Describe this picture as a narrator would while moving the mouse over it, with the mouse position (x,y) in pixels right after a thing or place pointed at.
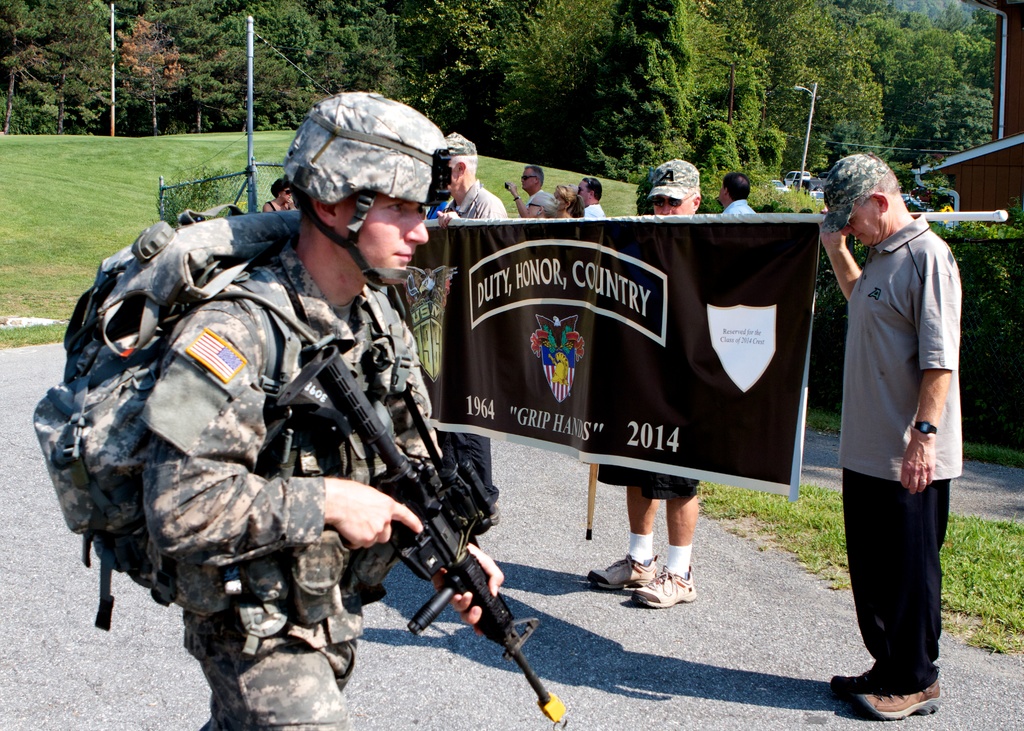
In this image we can see a man (395,214) wearing the uniform (277,656) and also holding the gun (513,641). We can also see the people (960,303) wearing the caps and standing on the road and holding the banner (555,347). We can also see the grass (76,229), trees (431,98), poles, fence (223,191) and also the house (972,186).
